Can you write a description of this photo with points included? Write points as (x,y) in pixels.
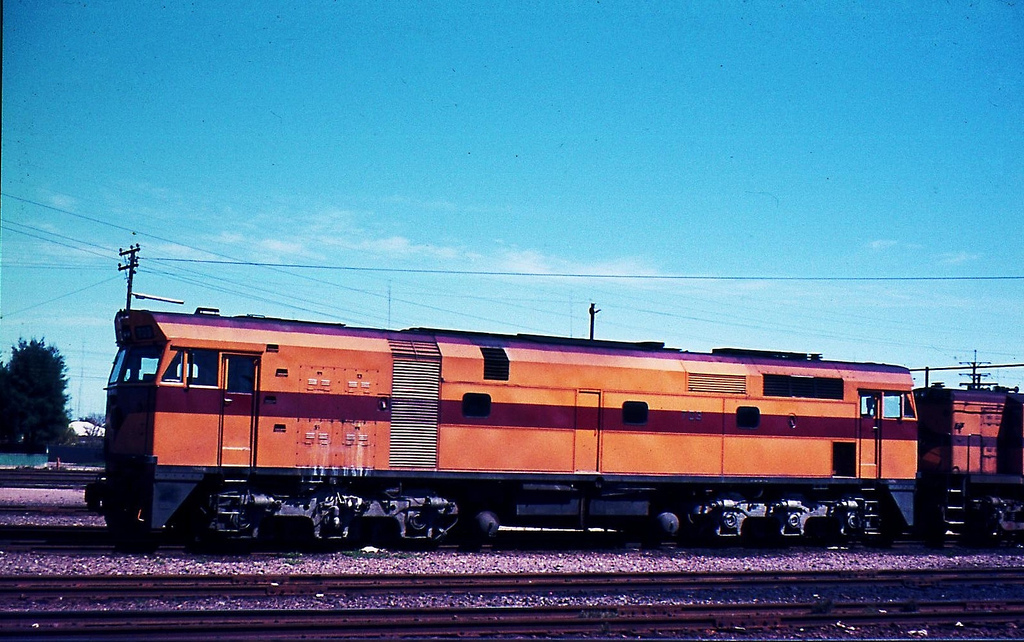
In this picture we can see a train (578,511) on a railway track (54,529), wires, poles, tree (31,350) and in the background (147,288) we can see the sky (546,333) with clouds (178,249).
